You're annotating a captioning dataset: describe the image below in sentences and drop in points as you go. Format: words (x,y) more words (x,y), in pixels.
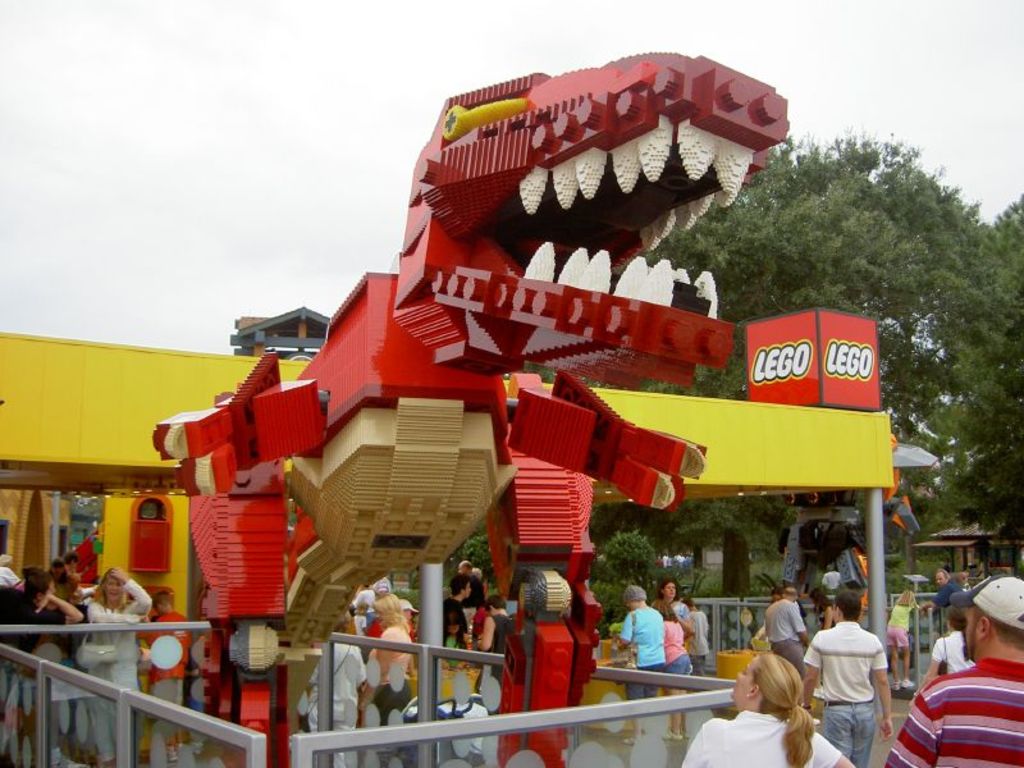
In this image in the middle (417,418), there is a dragon toy (424,429). At the bottom (480,650) there are many people (761,708). In the middle (672,393) there is a house (292,365), text (768,368) and poster (748,380). In the background (619,507) there are trees (967,337), people (828,576), houses (954,558) and sky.
